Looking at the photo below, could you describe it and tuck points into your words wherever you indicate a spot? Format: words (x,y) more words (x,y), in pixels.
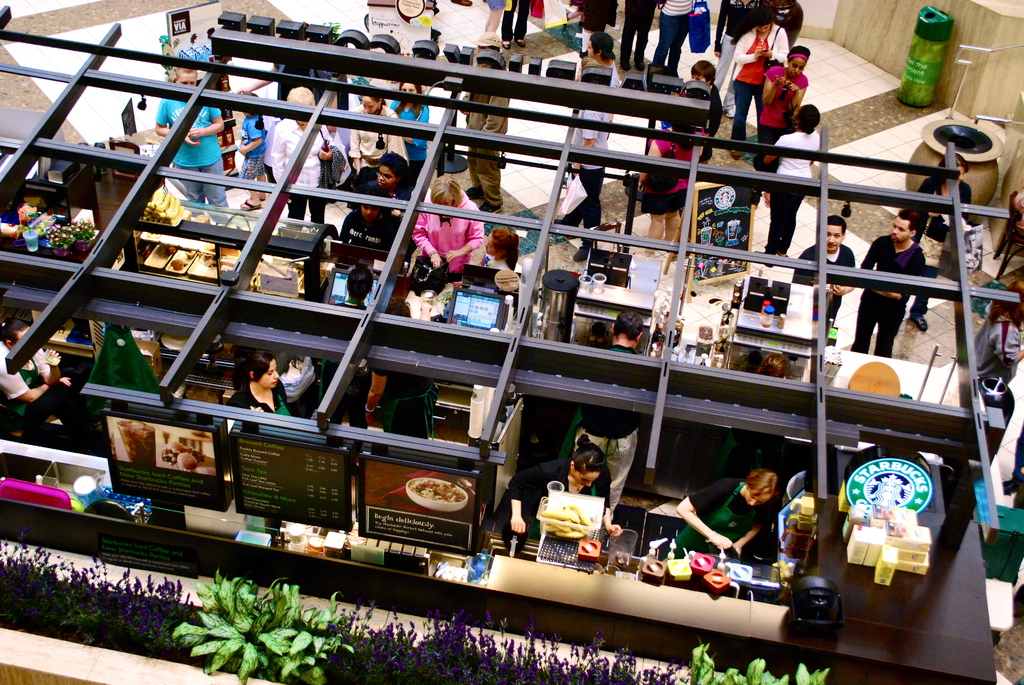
In the foreground of this image (590,379), we see a food court (520,401) and there are many persons (364,404) inside it. On bottom (289,485), we see three banner (296,488) and plants (339,642). On right (887,494), we see a board (921,495) named "Starbucks". On top (629,17), we see the crowd (744,20) on ground (532,127).
